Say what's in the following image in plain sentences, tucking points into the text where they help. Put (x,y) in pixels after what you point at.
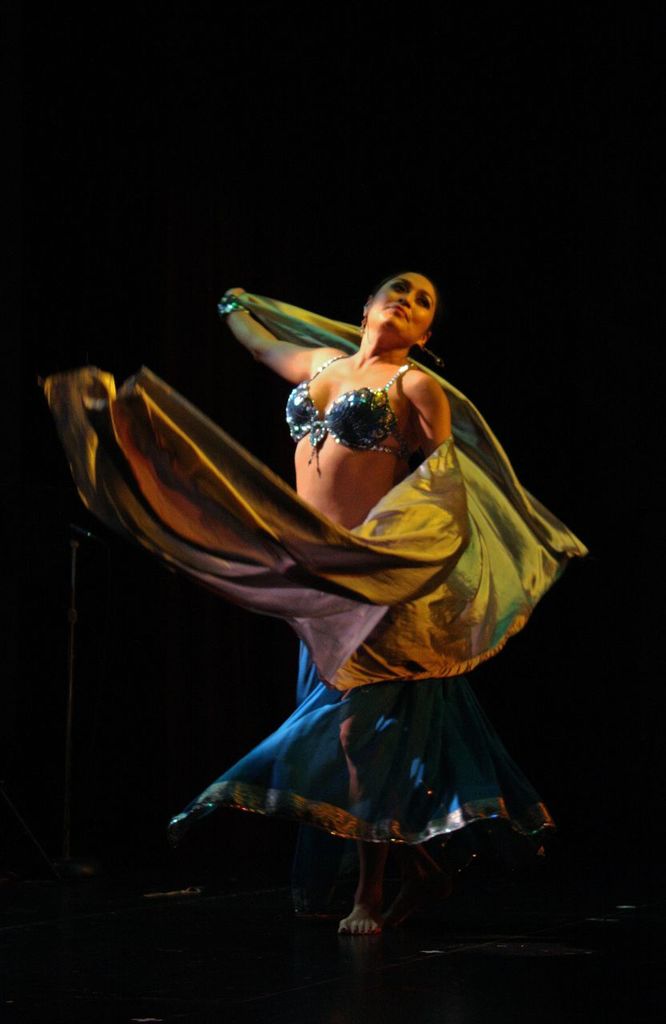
In the foreground of this picture (370,590), there is a woman (361,711) dancing on the floor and holding a cloth (394,560) in her hand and the background (239,93) is dark.
